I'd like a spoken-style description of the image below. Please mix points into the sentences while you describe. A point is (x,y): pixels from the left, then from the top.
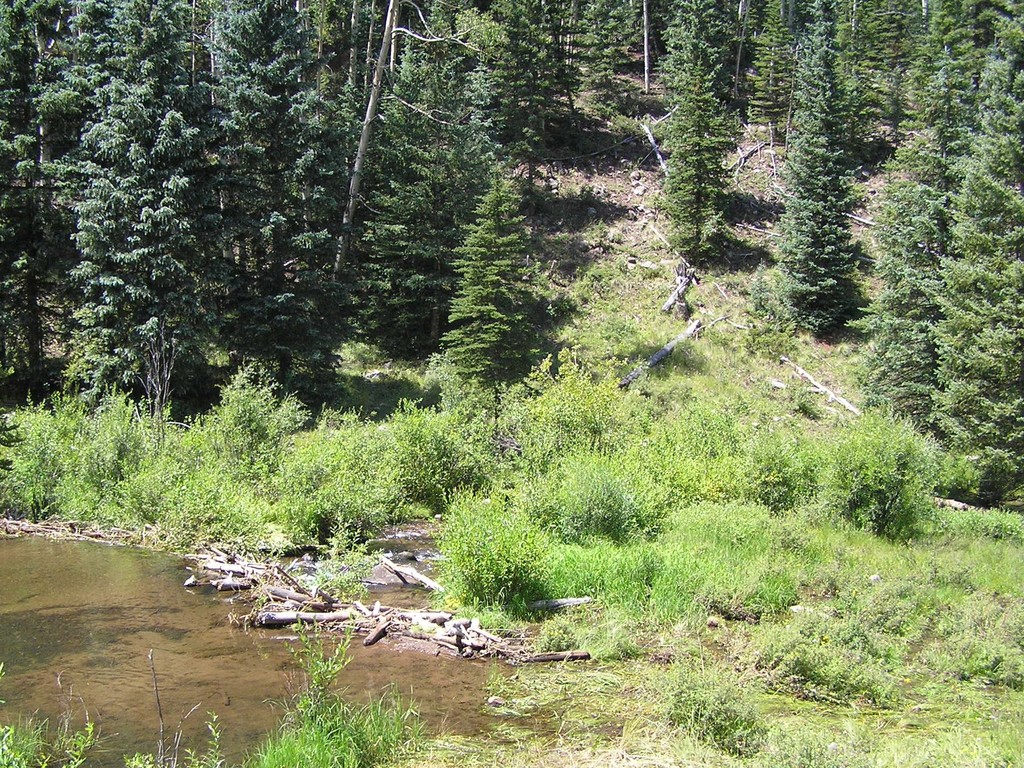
On the left side of the image (193,605) we can see water (155,622), and we can find few plants (431,490), wooden barks (213,560) and trees (279,116).
